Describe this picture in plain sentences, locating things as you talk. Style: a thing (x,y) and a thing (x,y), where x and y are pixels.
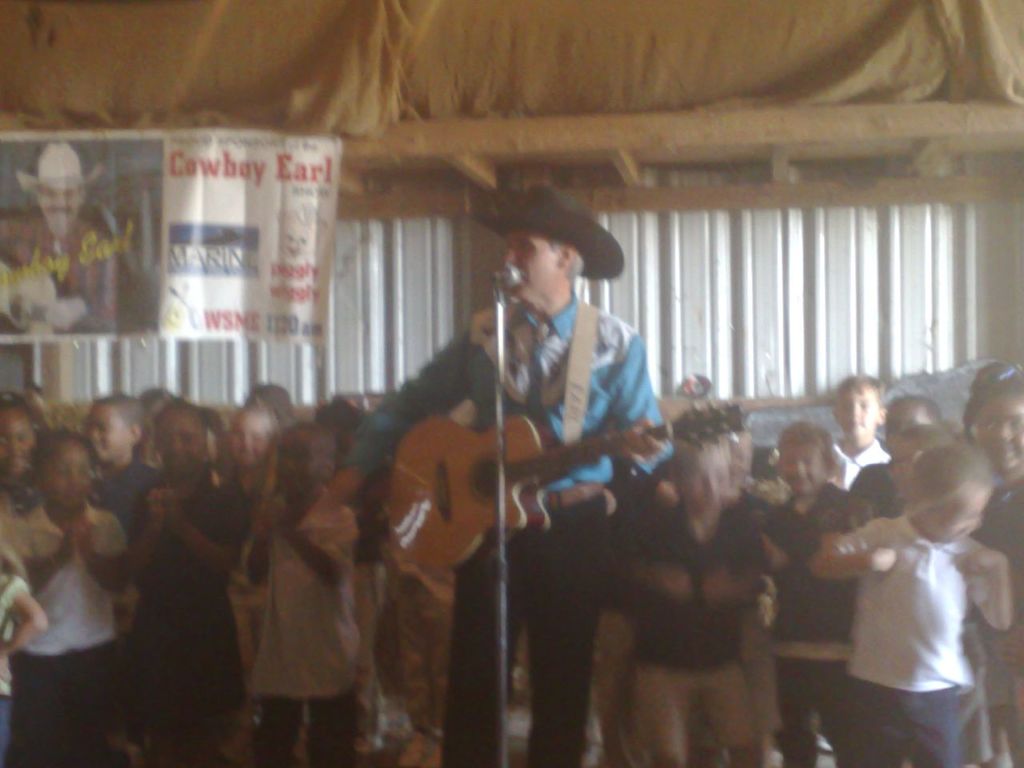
In this image there is a man (558,344) is holding a guitar (509,461) in his hands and standing in front of a mic (516,282), in the background (201,463) there are children's (145,554) and a wall (720,178) to that wall (391,373) there is poster (188,151).
